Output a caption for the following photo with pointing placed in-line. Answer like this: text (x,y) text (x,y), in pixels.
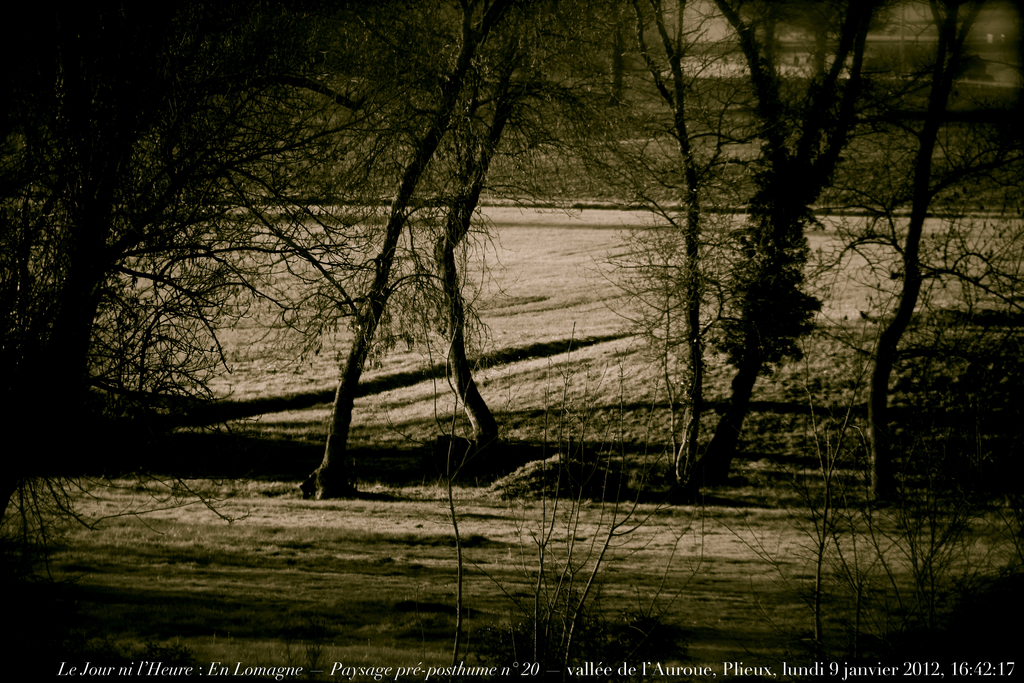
In this picture I can see grass (472,604), there are trees (62,383), and there is a watermark (193,674) on the image.
